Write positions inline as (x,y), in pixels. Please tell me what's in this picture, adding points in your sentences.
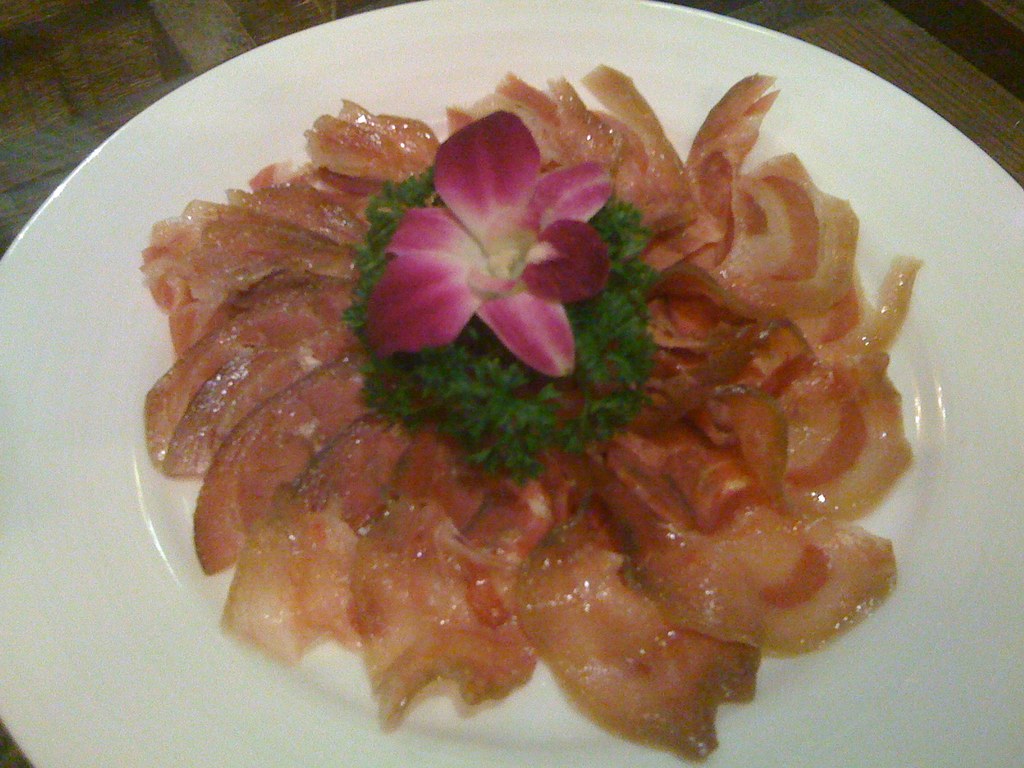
In this image there is a food item (502,406) on a plate (46,697).
